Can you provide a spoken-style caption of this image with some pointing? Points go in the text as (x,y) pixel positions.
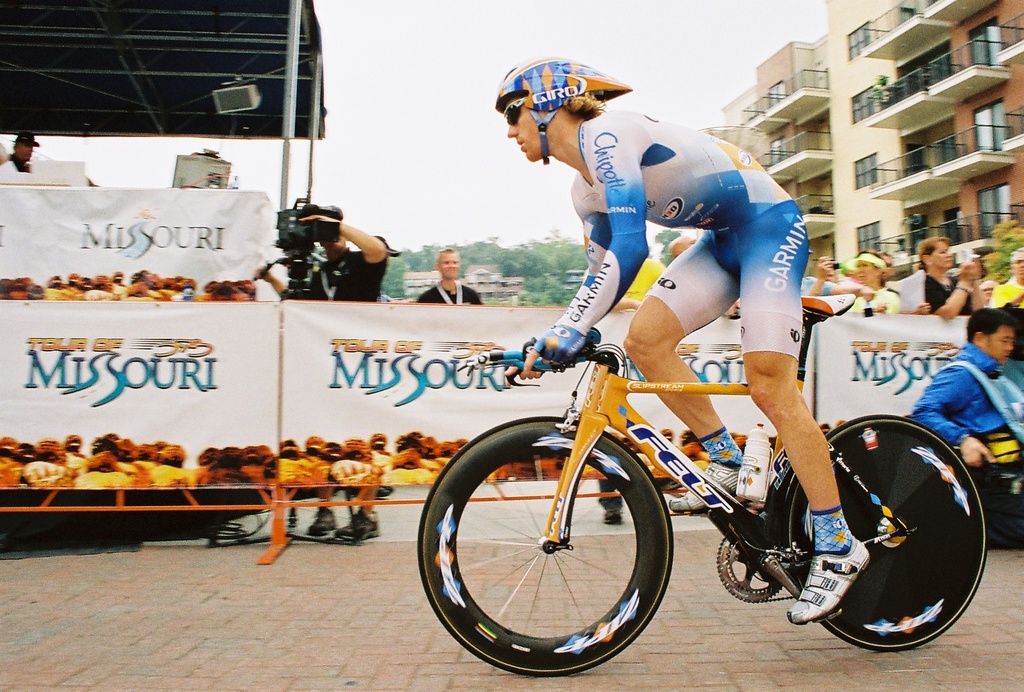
In this image I can see a man (633,346) is cycling a cycle (915,502). I can also see he is wearing shades (510,116) and a helmet (560,82). In the background (992,335) I can see few more people (370,241) where one of them is holding a camera (299,233). I can also see few buildings (841,114) and number of trees (557,255).
